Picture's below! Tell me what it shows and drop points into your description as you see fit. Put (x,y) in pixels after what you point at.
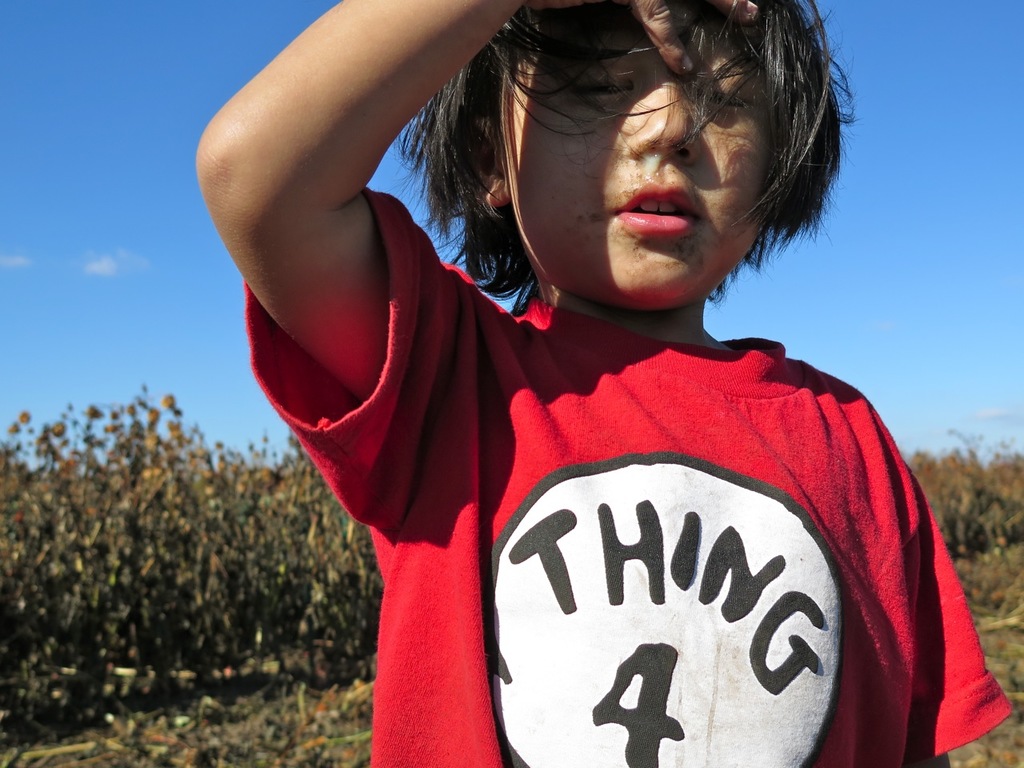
In the picture we can see a child (601,545) standing and keeping a hand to the head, the child (377,319) is wearing a red T-shirt (483,540) and some part white on it and in the background (830,301) we can see some plants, grass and sky (234,66).
